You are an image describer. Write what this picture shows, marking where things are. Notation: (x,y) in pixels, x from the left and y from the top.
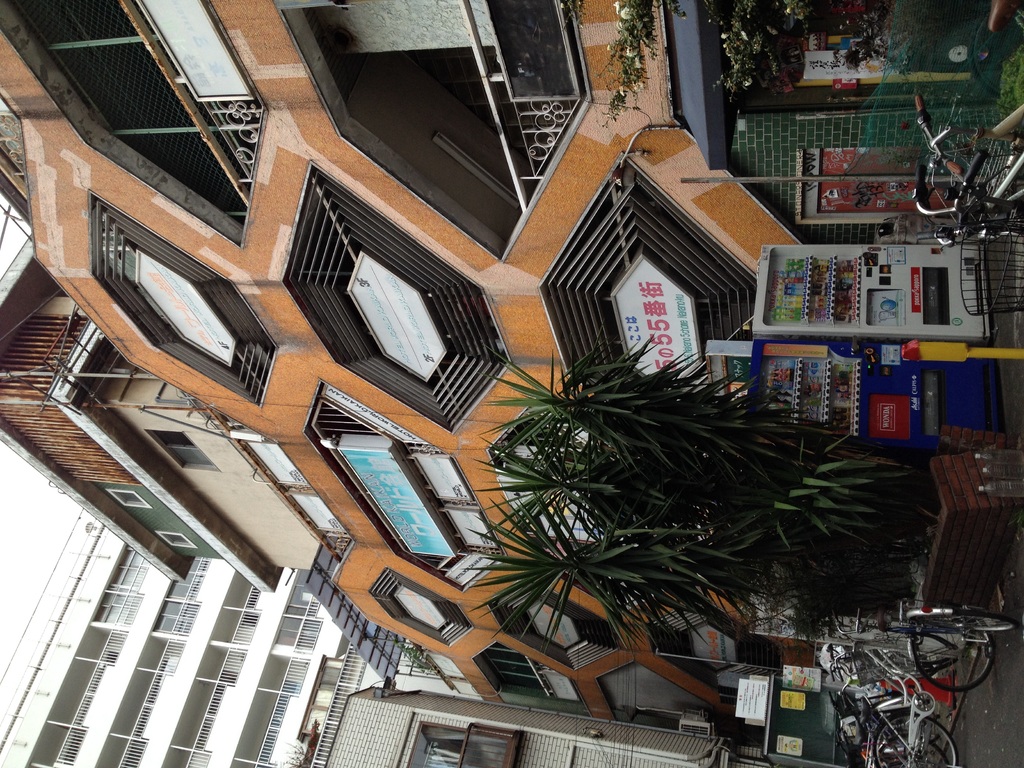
In this picture we can see bicycles (918,697), traffic cone (951,688), poles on the ground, here we can see name boards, posters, fence (884,149), grass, bottles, trees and flowers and some objects (946,693) and in the background (158,540) we can see buildings (184,533), sky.
